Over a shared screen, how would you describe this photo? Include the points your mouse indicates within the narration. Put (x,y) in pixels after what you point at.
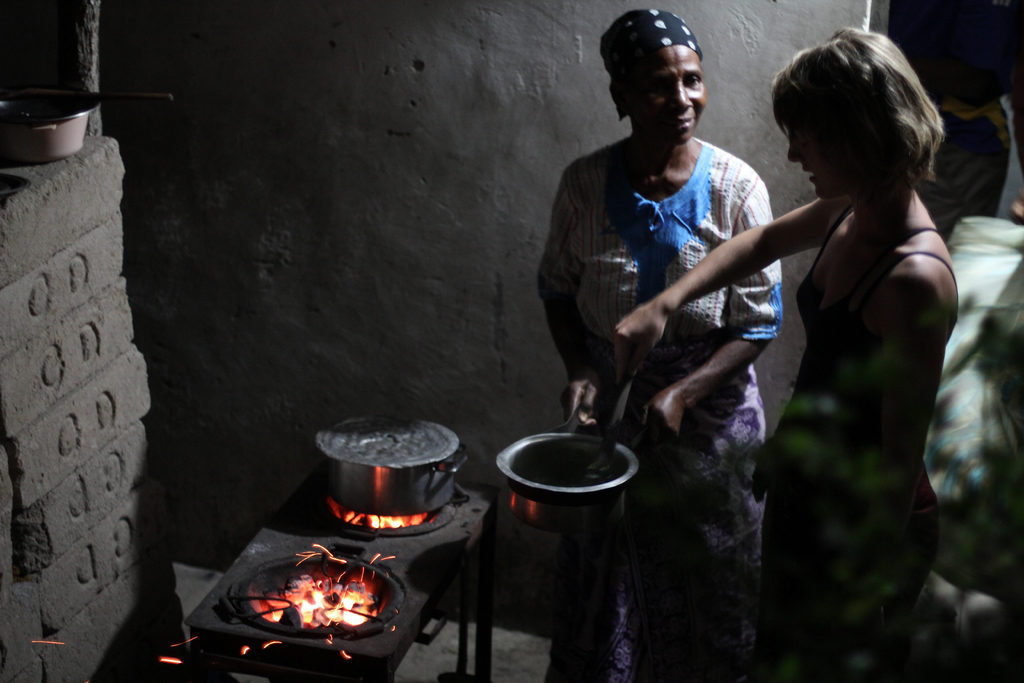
Here there are two women (701,265) standing on the floor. Among them one is holding bowl (605,497) and the other is holding spoon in her hand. In the background (365,456) there is a vessel (360,493) on a stove (369,559), wall (215,312) and on the left (93,323) there are bricks (75,160) and a bowl (81,139) on it.
